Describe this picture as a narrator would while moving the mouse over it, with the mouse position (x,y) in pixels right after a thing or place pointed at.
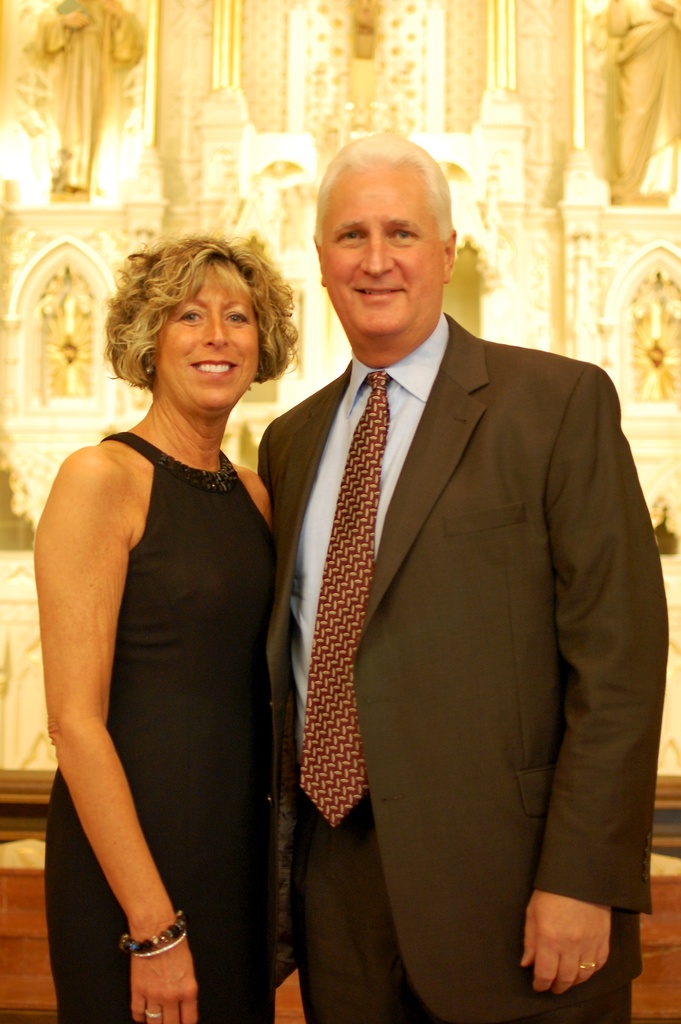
There are two persons (180,575) standing and smiling. On the background (305,259) we can see statues (655,120) and wall (504,98).
